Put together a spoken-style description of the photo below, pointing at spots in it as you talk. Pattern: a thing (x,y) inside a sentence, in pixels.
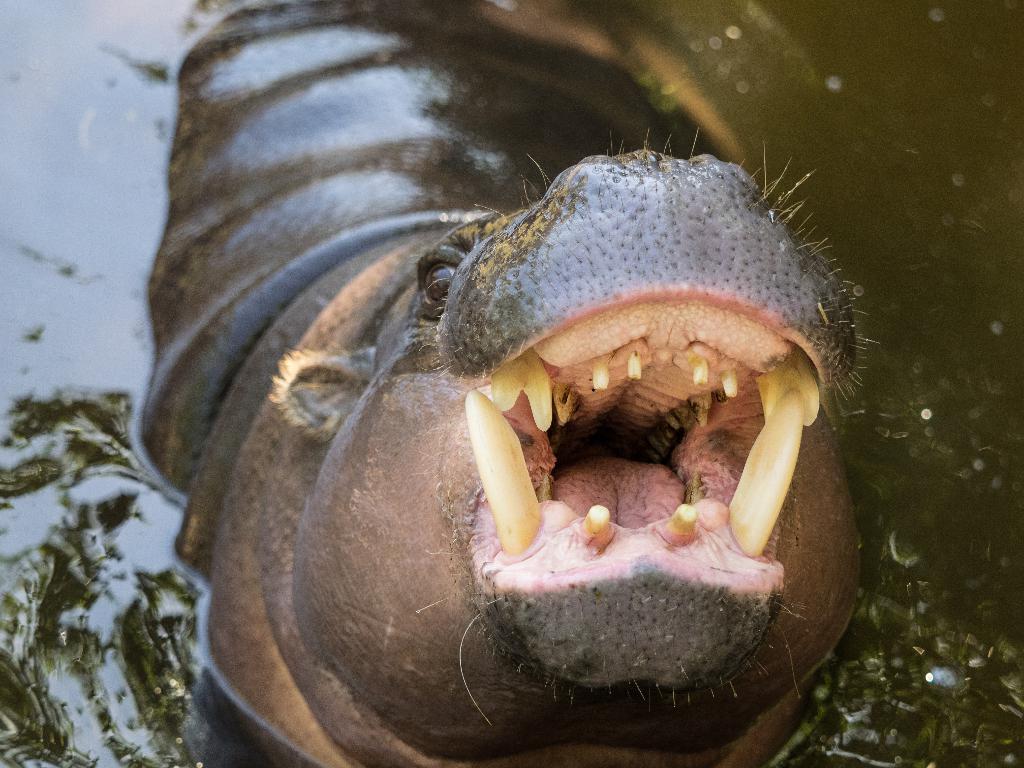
In this image we can see an animal (352,438) in the water (9,256).
